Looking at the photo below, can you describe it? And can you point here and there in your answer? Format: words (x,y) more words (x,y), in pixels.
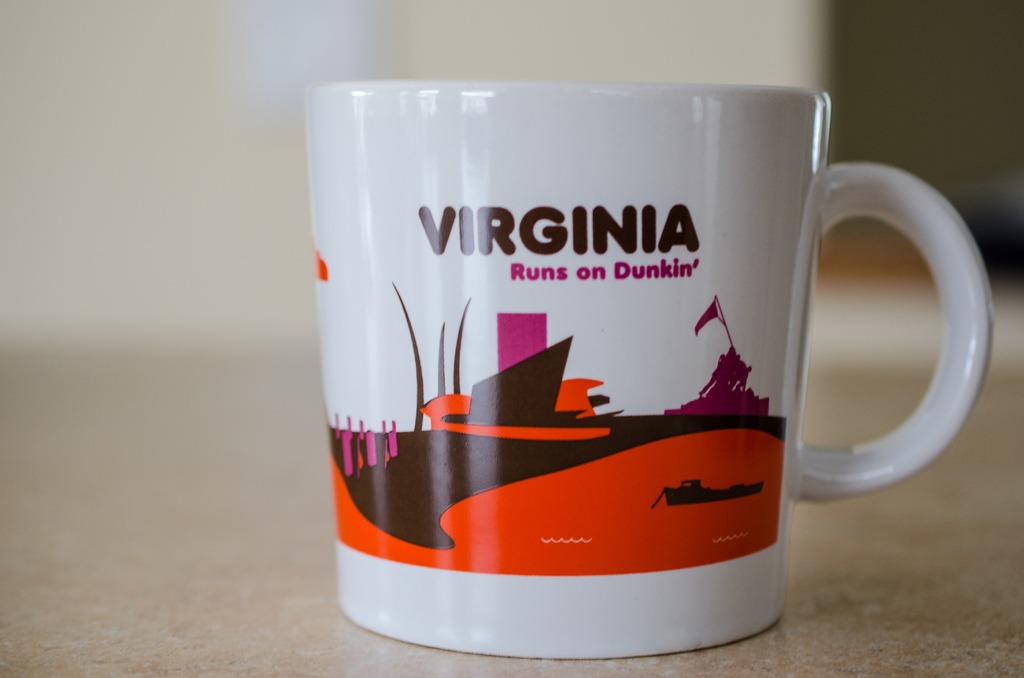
In the center of the image (511,414) we can see a cup (631,580) placed on the surface (459,661). In the background (226,169) there is a wall (245,71).
